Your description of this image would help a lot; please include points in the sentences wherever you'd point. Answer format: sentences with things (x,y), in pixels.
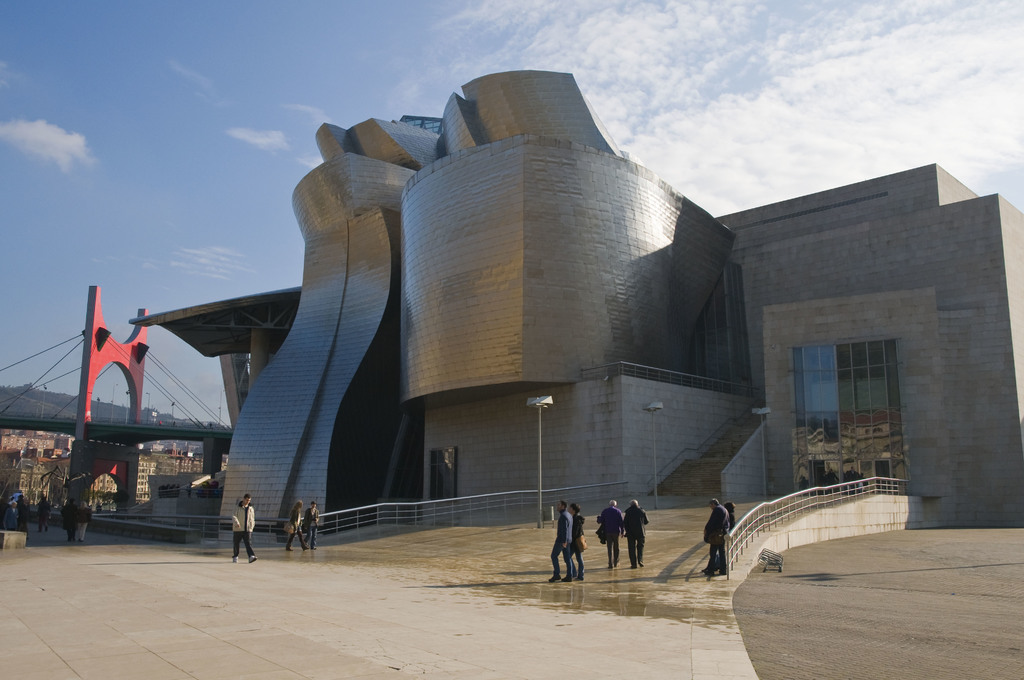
This image consists of a building (472,331) in the middle (386,370). There is a bridge (91,457) on the left side (110,439). There are some persons (639,554) at the bottom (71,518). There is sky (90,57) at the top (348,116).
